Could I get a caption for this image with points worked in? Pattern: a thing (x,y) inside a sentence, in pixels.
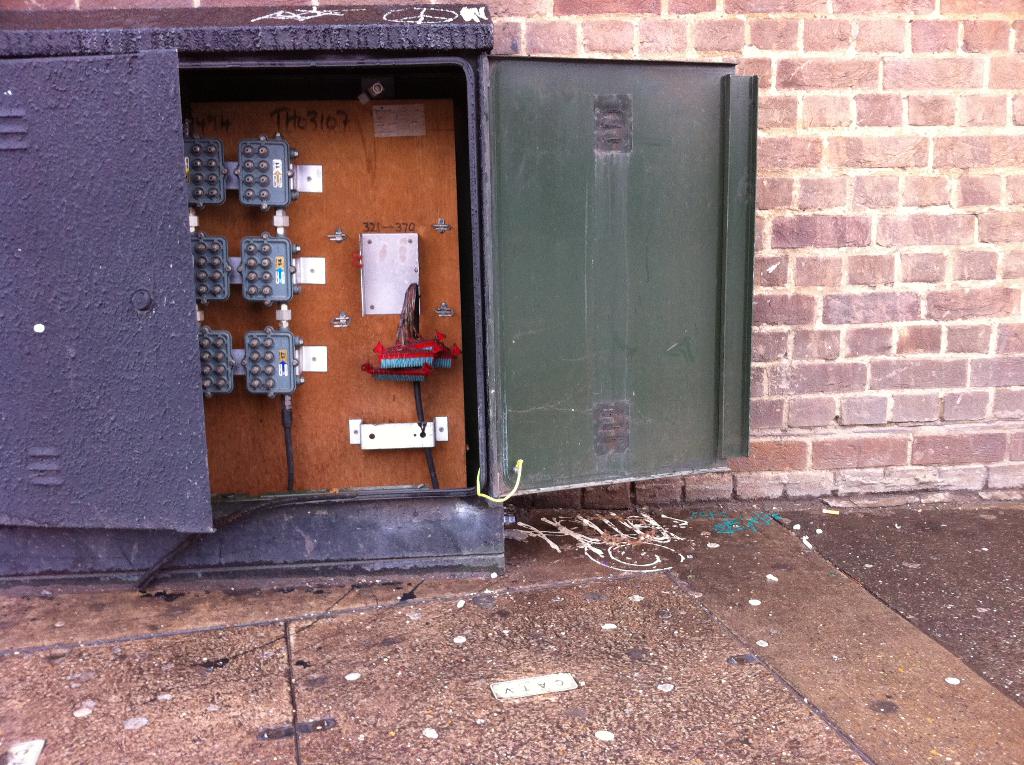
In the picture I can see a electric board (466,355) to the brick wall (947,188).
